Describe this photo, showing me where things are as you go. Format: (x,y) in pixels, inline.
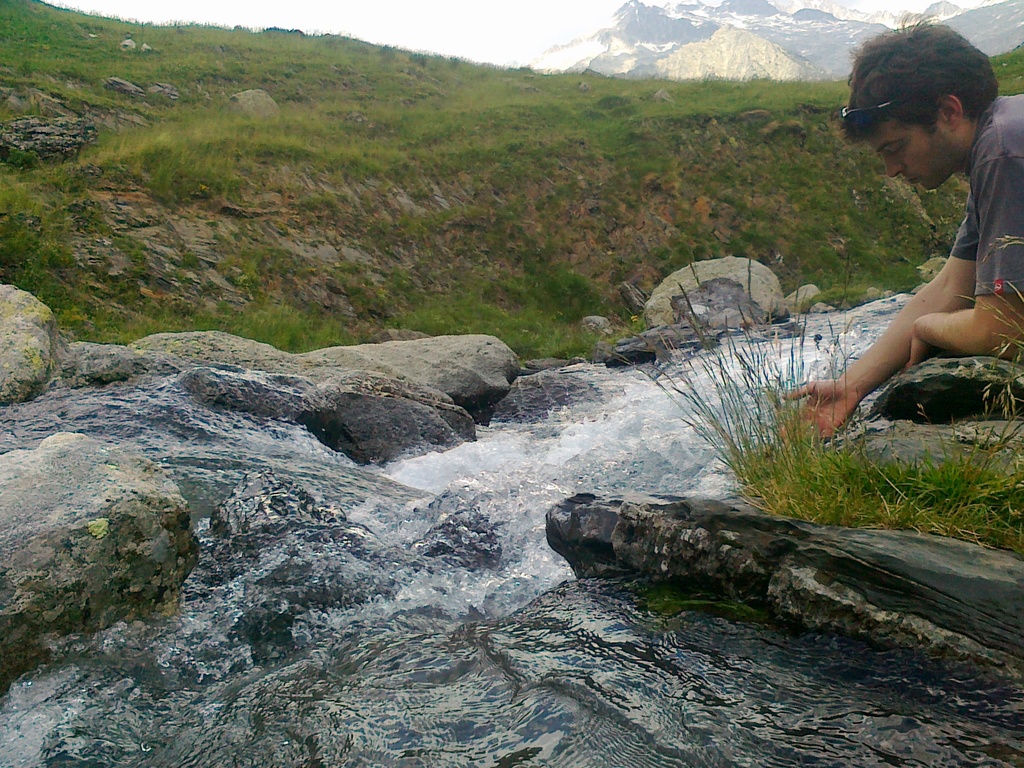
In this picture we can see a man (925,300) on the right side (983,230), we can see water (721,414) and rocks (707,311) in the front (430,357), in the background (428,183) there is grass (424,118).
